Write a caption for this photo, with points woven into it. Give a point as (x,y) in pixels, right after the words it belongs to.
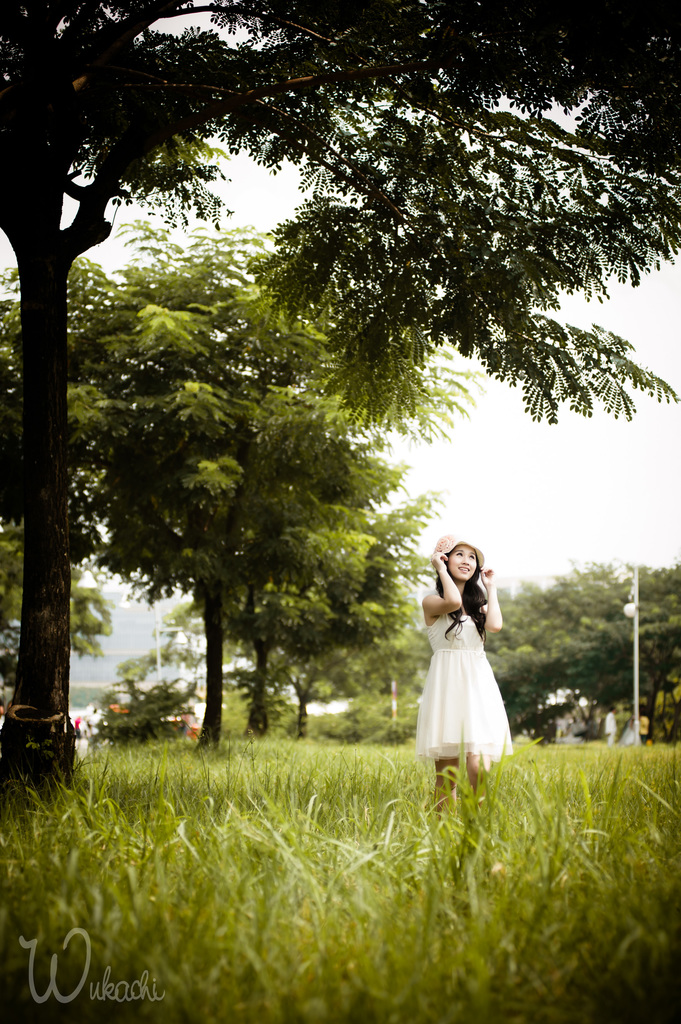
There is a girl (451,641) wearing a white dress (461,635) and a cap (446,546) is standing in the grass (325,855). On the left side (57,608) there are trees (301,546). In the background (566,619) there is sky (548,525) and trees (527,653). On the left corner (89,948) there is a watermark (113,988).
